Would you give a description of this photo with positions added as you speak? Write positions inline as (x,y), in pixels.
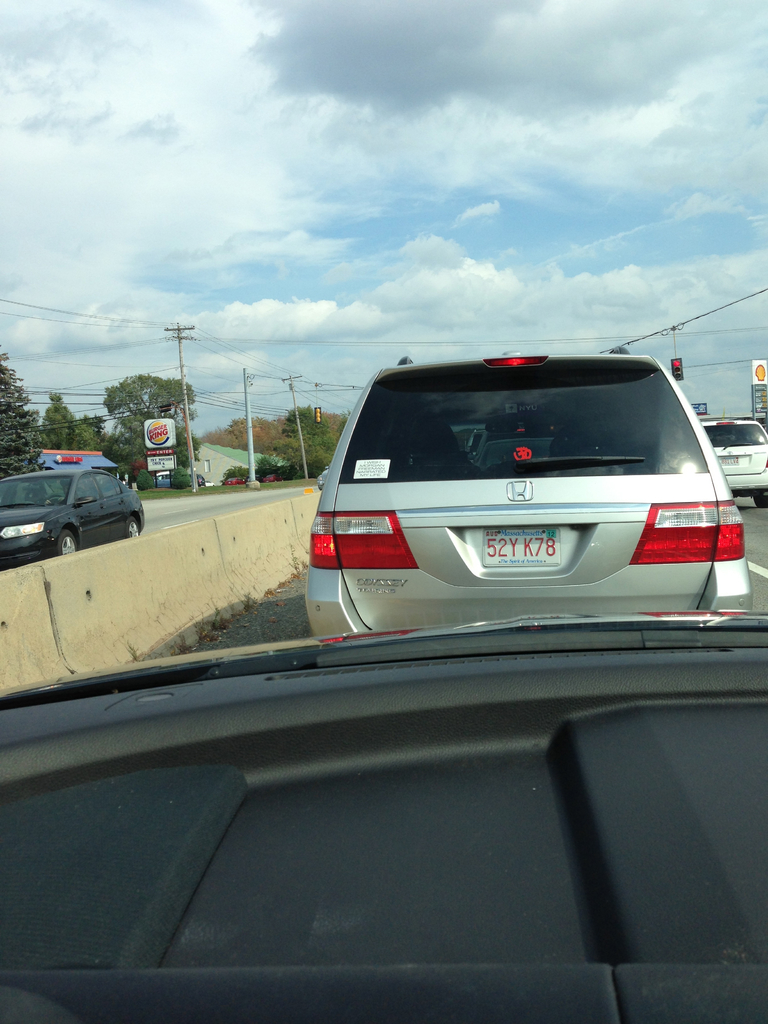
In this image we can see some vehicles (490,447), name boards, road (751,527), wall (169,549) and other objects (69,456). On the left side of the image (30,428) there is a vehicle (69,520), trees (30,428), poles (192,450), road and other objects (203,452). At the top of the image (308,103) there is the sky (460,183). At the bottom of the image (416,846) there is an object (420,807).
